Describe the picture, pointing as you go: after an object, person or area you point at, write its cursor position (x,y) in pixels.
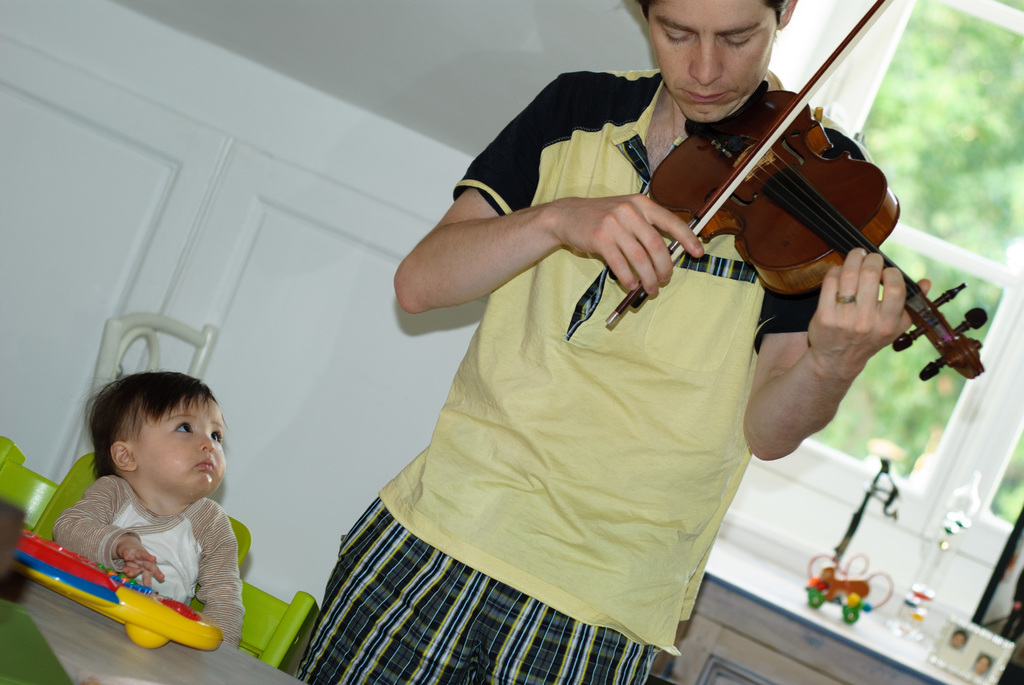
In this image there is a person (499,192) playing a musical instrument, there is a baby (215,581) sitting on the chair (253,622) and watching the person (623,391), there is a toy (146,600) on the table (68,605), chairs (14,501), behind the person (697,578) there is a window (925,502) and few objects (856,595) placed in front of the window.
